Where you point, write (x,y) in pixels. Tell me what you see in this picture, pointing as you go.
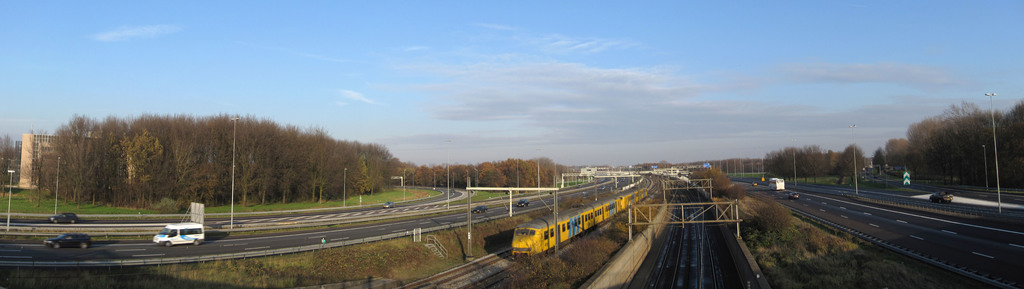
This is an outside view. In the middle of the image (640,191) there is a train (536,234) on the railway track (501,261) and there are few poles (470,249). On the right (821,216) and left side of the image (172,239) there are few vehicles (156,240) on the roads (224,235). In the background (387,162) there are many trees (226,169) and light poles (232,183). On the left side (32,147) there is a building (53,142). At the top of the image (571,45) I can see the sky (657,84) and clouds (622,100).
